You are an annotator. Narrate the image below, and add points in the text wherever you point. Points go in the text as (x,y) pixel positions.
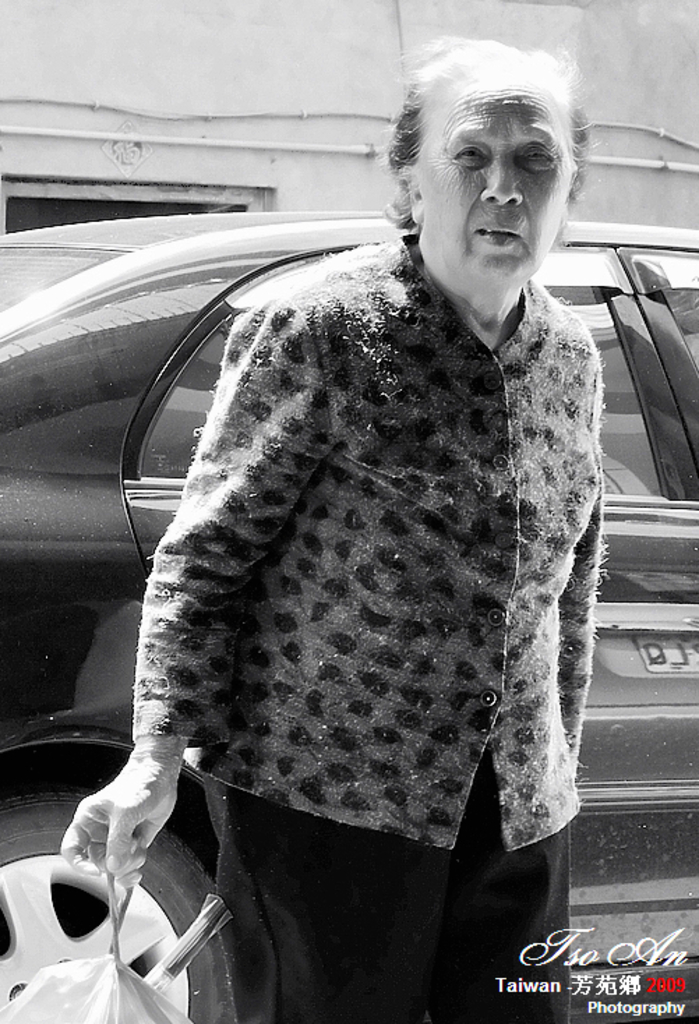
In this image we can see an old woman (465,616) is holding a cover (59,976) and standing here. In the background (657,319), we can see a car (41,290) and the wall (139,56). Here we can see the watermark (567,947) on the bottom right side of the image (587,1003).
